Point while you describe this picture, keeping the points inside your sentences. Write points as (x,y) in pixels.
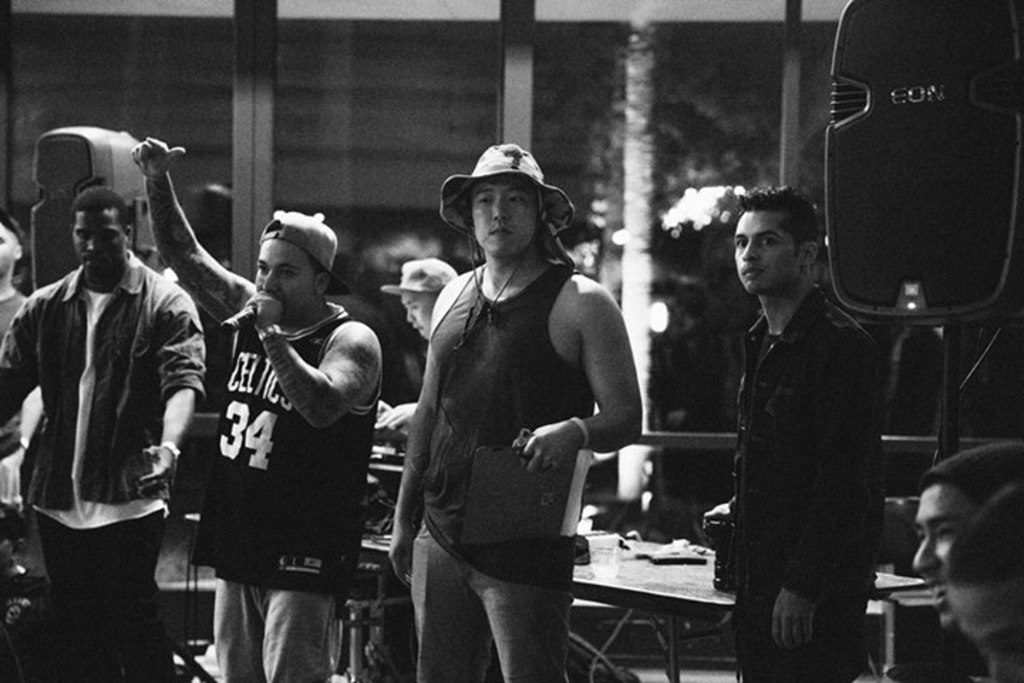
In the center of the image (521,243) we can see people (507,608) standing. The man (228,628) standing on the left (251,585) is holding a mic (226,324) in his hand (259,320). In the background (657,568) there is a table (676,575) and we can see things (654,550) placed on the table (696,575). On the right (899,114) there is a speaker (997,11). In the background (905,337) there is a wall (474,146) and people (413,293).
